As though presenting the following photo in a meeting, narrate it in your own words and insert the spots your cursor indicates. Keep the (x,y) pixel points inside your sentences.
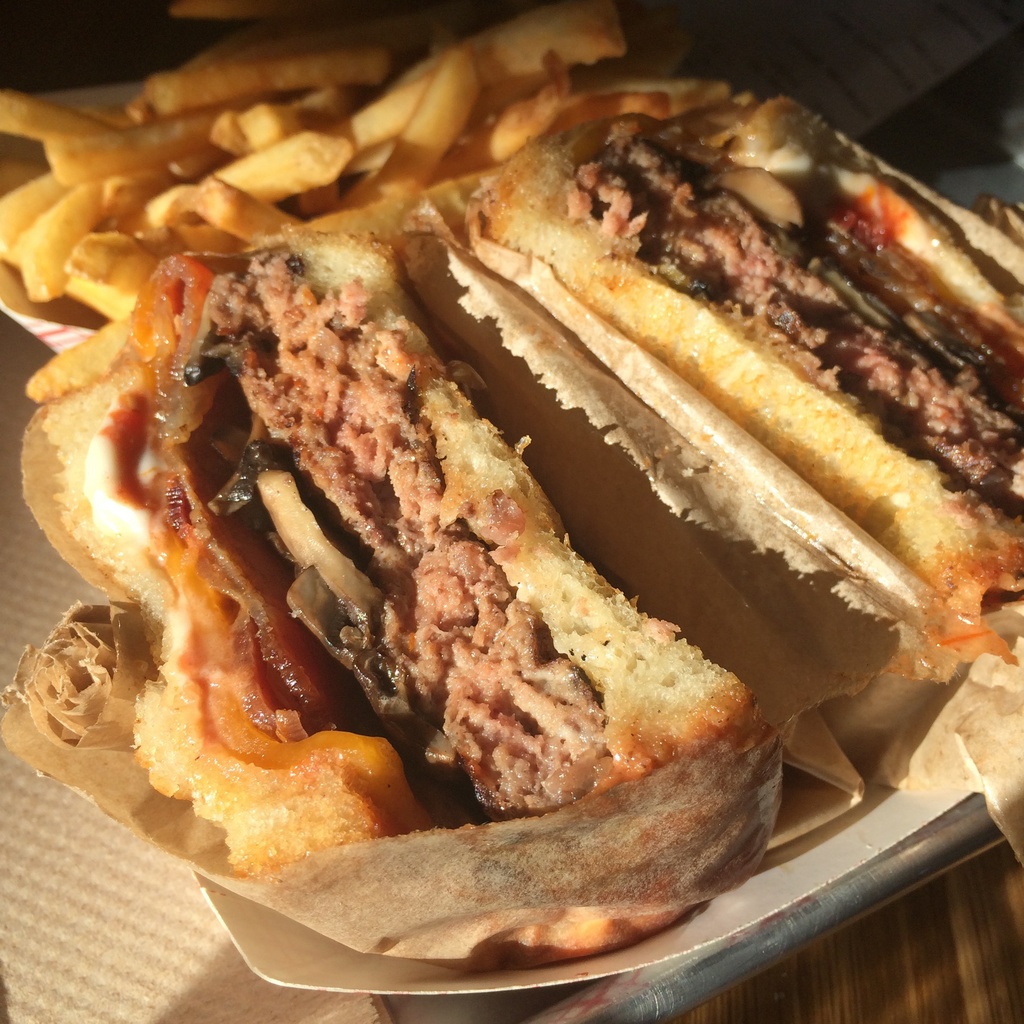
In this image there are sandwiches (449,594) on the plate (460,979), french fries (256,111) in a paper bowl (93,316) on the table (116,10).
